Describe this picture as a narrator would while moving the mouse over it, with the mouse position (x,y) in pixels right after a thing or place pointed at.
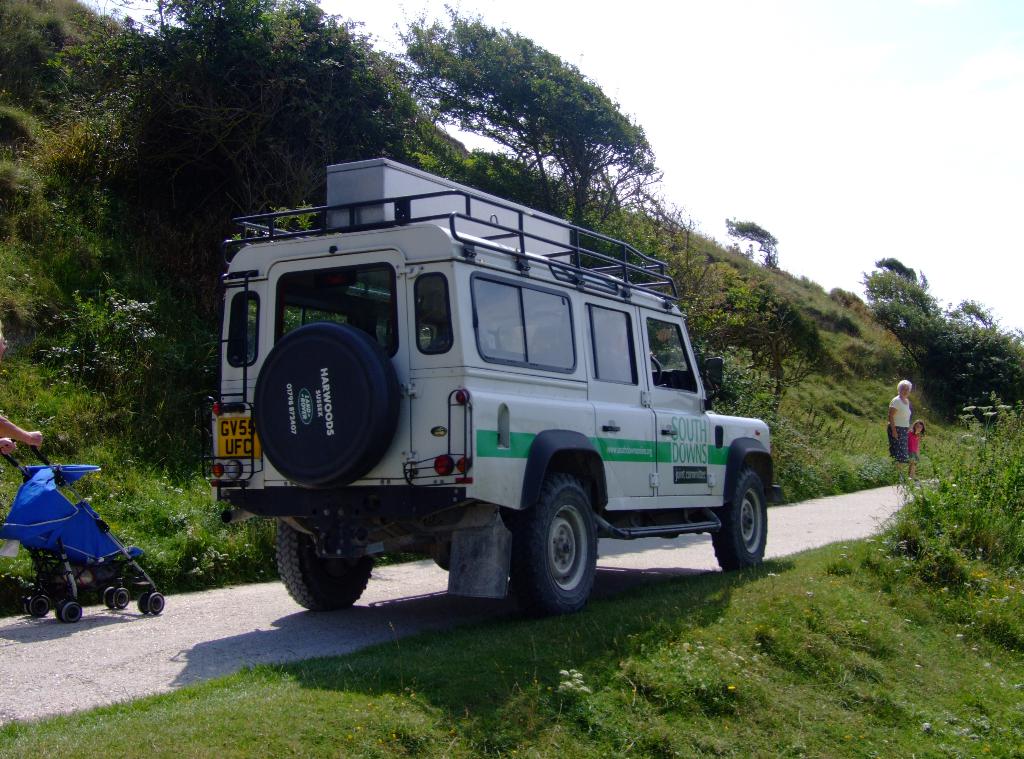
In this image there is a baby trolley (104,547), a car (442,509) and two people (898,450) walking on the road (169,598), besides the road (372,593) there is grass (643,683) on the surface (858,415) and trees (499,96).
